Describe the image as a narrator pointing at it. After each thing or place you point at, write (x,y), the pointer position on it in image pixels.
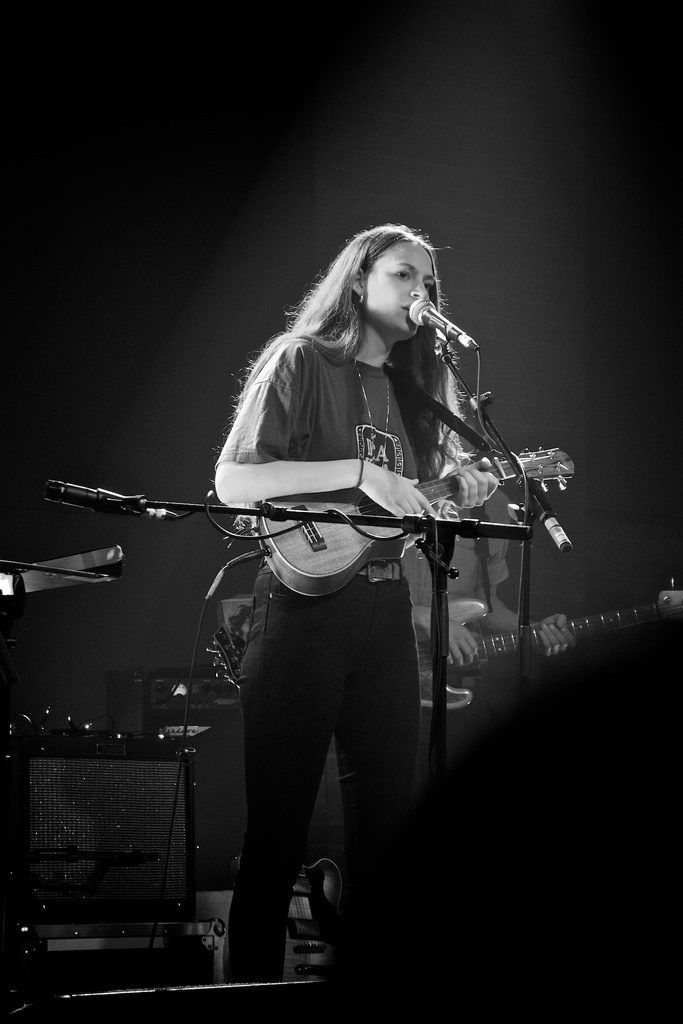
This picture is clicked in musical concert. Woman (257,709) in front of the picture is holding guitar (334,541) in her hands (386,471) and playing it and she is even singing song on the microphone (474,343). Behind her, we see man (474,597) holding guitar (620,614) in his hands (468,645) and playing it.
